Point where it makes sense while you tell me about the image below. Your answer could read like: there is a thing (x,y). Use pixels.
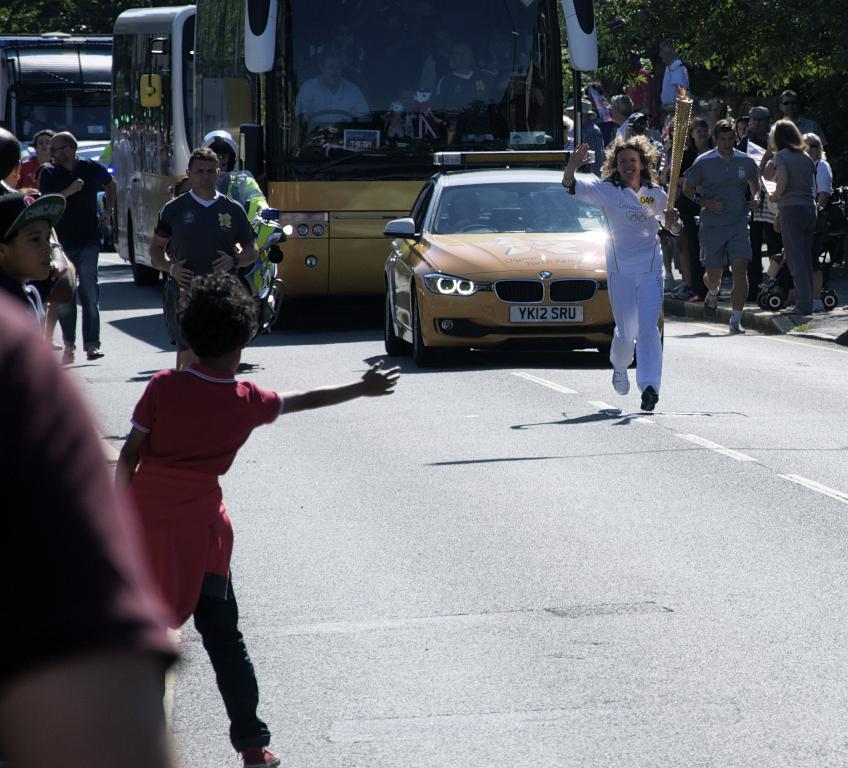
In this picture we can find some people (811,298) are running, walking, and standing. In the background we can find a bus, car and a road (521,429) with trees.
